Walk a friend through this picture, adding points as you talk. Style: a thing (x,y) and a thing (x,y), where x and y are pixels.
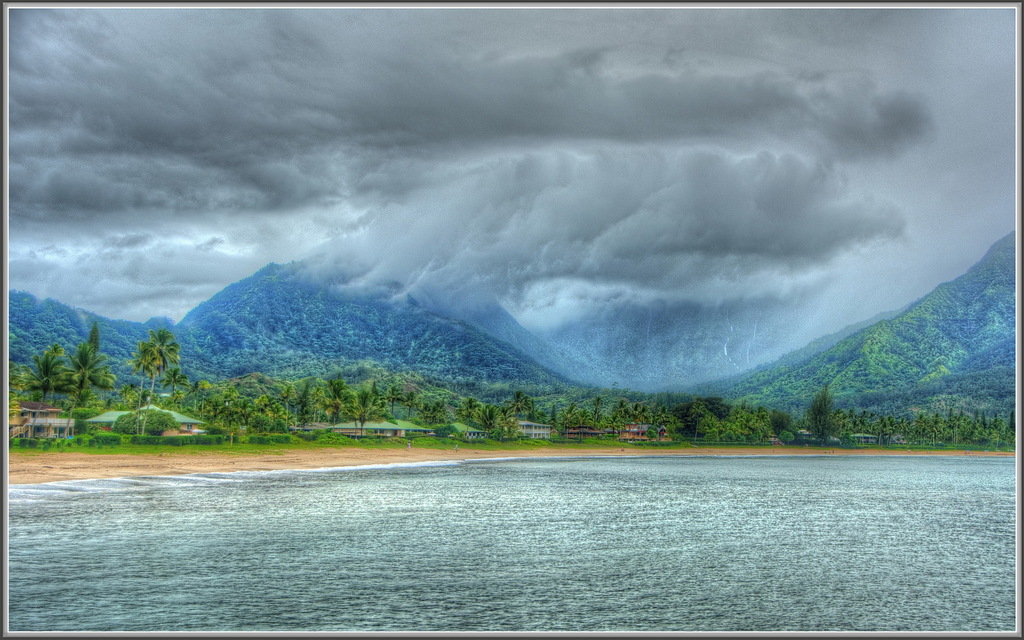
This is an edited picture. In this image there are mountains (513,332), trees (18,386) and buildings (49,420). At the top (963,146) there is sky (288,211) and there are clouds (398,199). At the bottom (548,584) there is water (621,546), mud (363,453) and grass (448,443).
